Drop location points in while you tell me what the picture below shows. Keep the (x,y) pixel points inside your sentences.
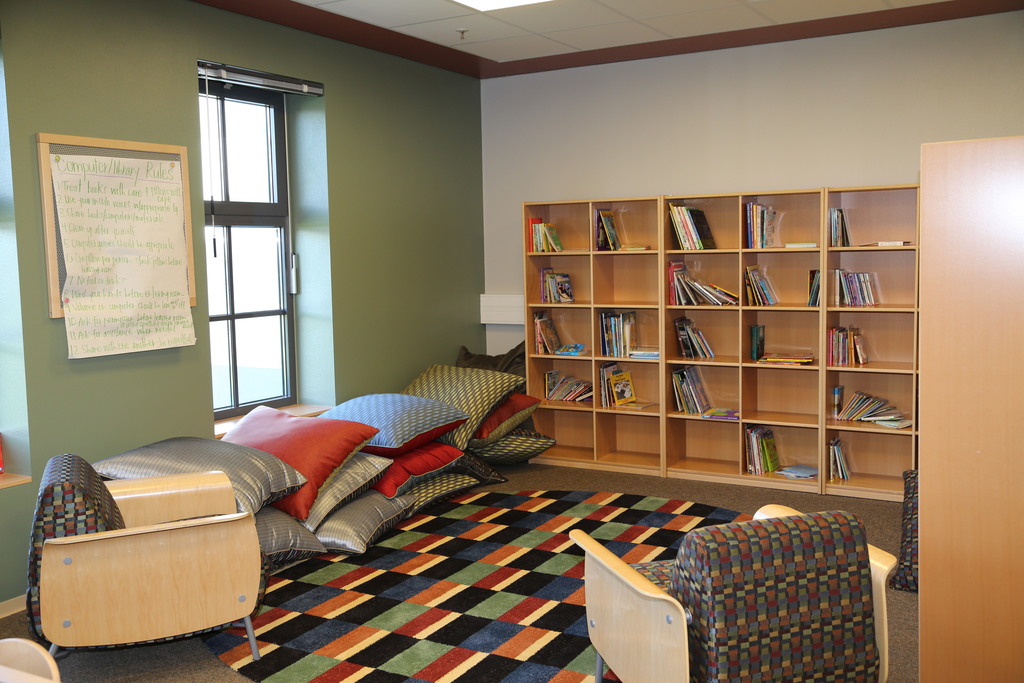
This is clicked inside a library (944,324), in the back (573,286) there is a rack (729,349) with books (850,401) in it, on the left side (260,241) there are windows (230,331) on the wall (151,380) with floor (476,511) in front of it with many pillows (377,461) on it.
